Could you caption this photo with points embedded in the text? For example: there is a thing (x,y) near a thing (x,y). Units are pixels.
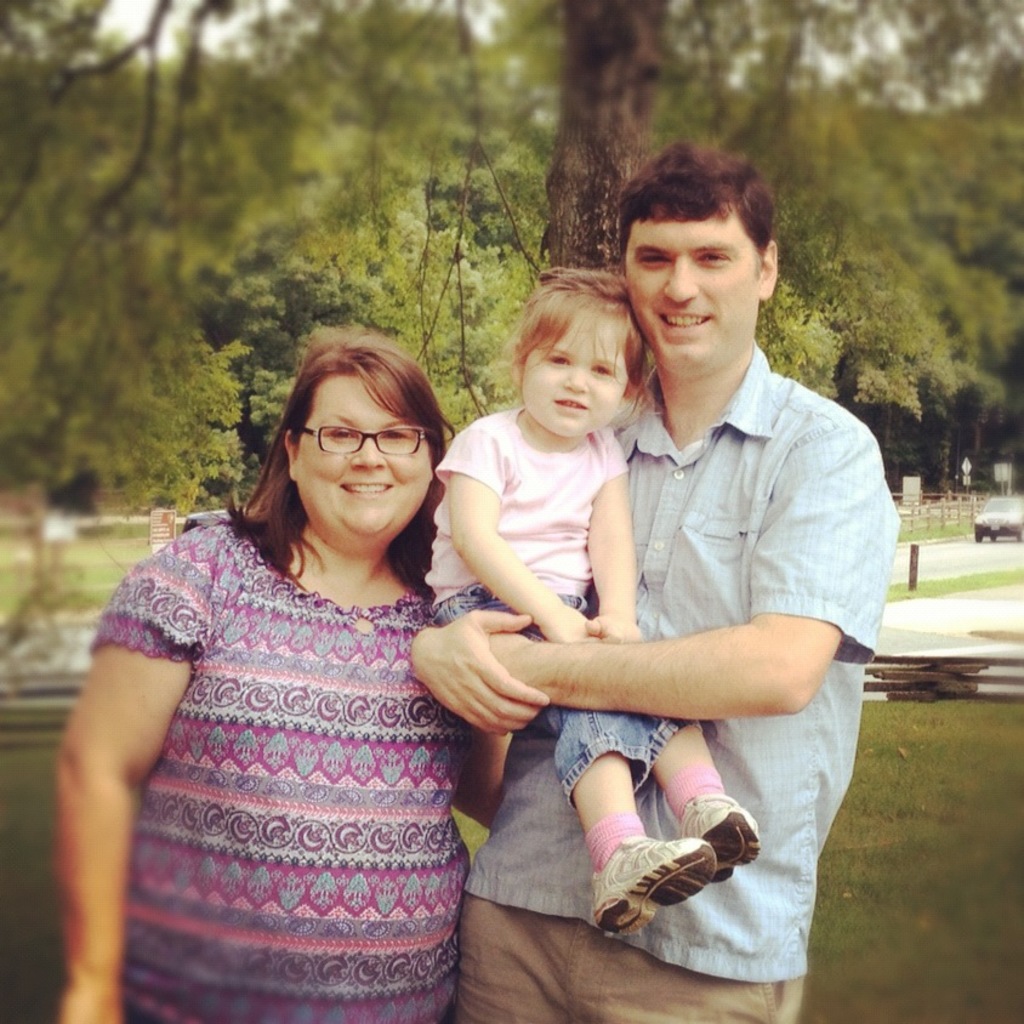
In this picture, we see the woman (421,568) and the men (645,524) are standing. He is holding the girl (557,527) in his hands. They are smiling and they are posing for the photo. At the bottom (876,926), we see the grass (912,947). On the right side (1008,525), we see the car (999,525) is moving on the road (905,558). Beside that, we see the wooden fence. We see the wooden sticks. There are trees (331,264) in the background (314,256).
